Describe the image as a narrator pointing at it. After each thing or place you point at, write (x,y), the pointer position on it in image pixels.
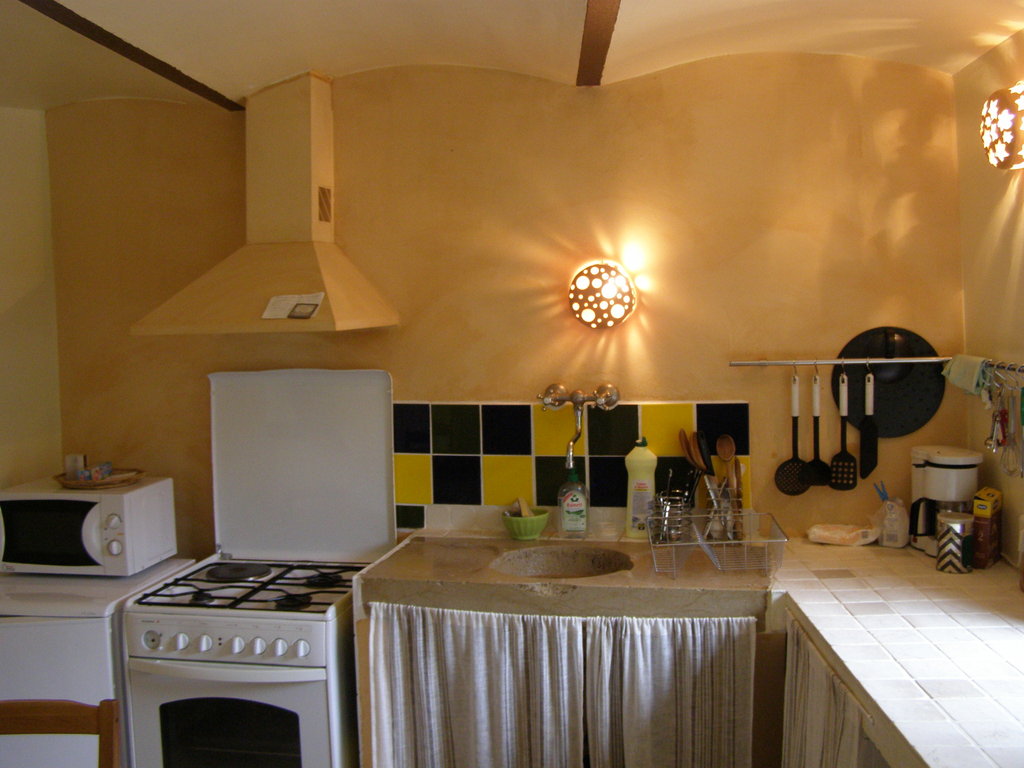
This is an inside picture of the room (577,428), we can see sink (569,550), around the sink (565,563) there are some objects (629,510), on the wall (787,374) we can see some stands (803,363) with objects (842,408) hangs, there are some machines (935,481) and also we can see the some other objects (885,524) on the surface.
